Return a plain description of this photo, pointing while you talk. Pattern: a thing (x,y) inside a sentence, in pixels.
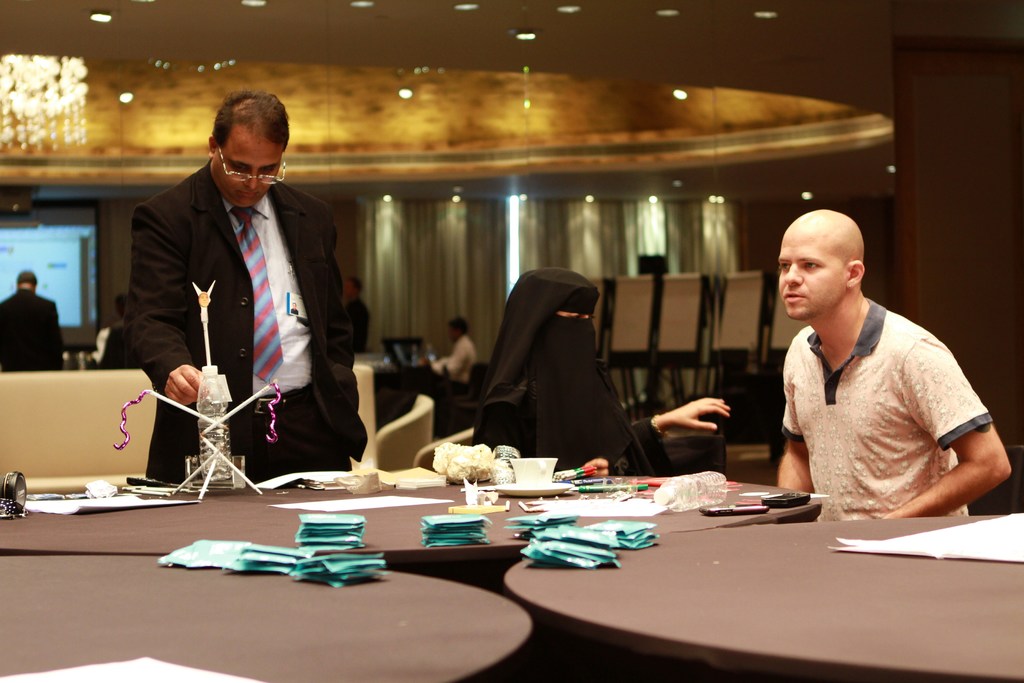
This person (280,310) wore suit (223,243), spectacles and standing. These two persons (573,424) are sitting on chairs (670,432). This woman (566,421) wore black dress (552,388). On this table (620,513) there is a cup (535,461), plate (546,492), mobiles (738,514), papers (958,533), pen (597,490) and things (540,520). Far one person (457,361) is sitting on a chair (454,396) and two persons (23,323) are standing. A screen (64,253) is attached to the rooftop (91,196). On top (129,97) there are lights (402,94).
